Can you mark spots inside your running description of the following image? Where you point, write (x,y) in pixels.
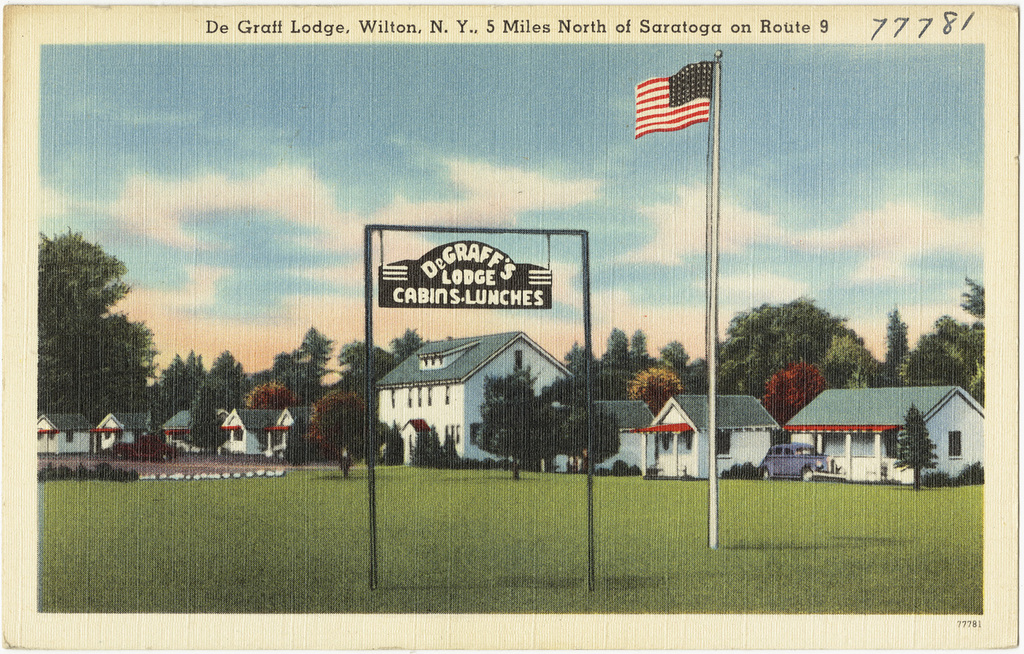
In this image we can see a poster (524,205), there is an arch (586,324) with a board (475,281) hanged to it and there is a flag (679,90) with rod (715,115), in the background (443,429) there are few buildings (453,400), trees (335,405) and a car (799,462) parked in front of the house (824,448) and the sky (510,154) with clouds (534,186).
